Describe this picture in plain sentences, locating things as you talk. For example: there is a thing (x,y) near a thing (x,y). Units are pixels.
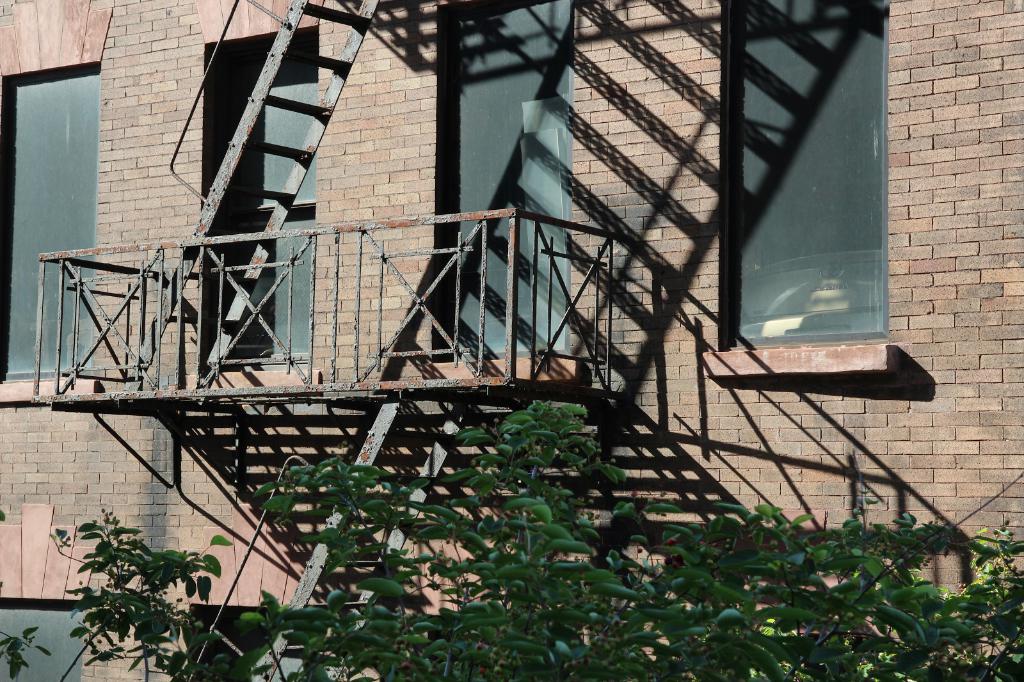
In this picture we can see a building (662,279) with windows (750,182) and steel staircase (257,142). In front of the building (136,320) there are trees (380,614).
